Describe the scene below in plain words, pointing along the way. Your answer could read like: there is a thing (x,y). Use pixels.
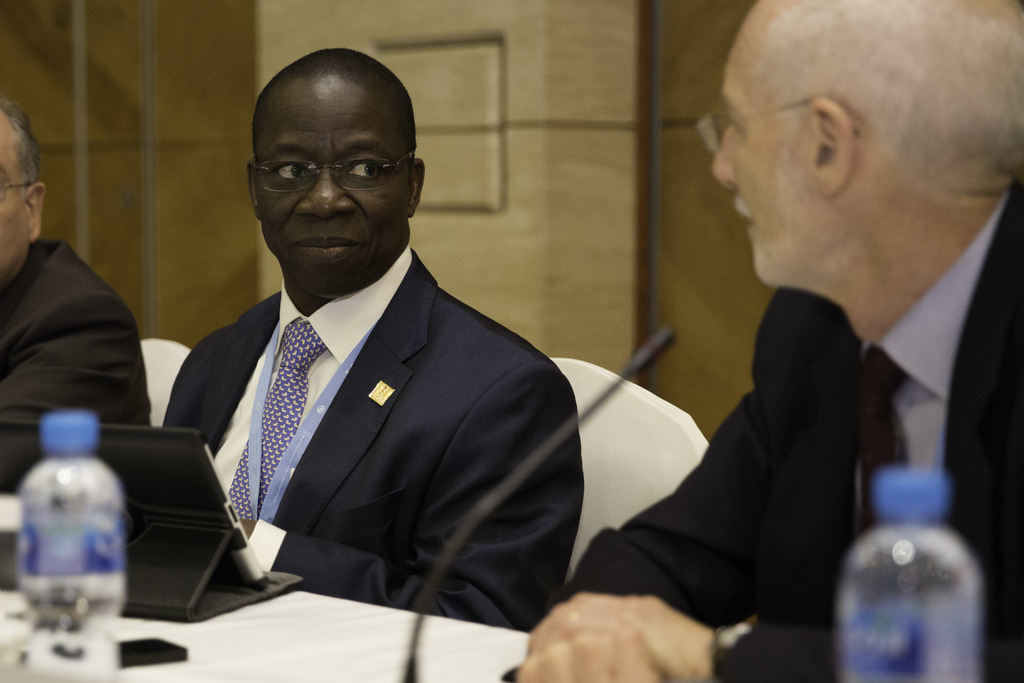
In this picture there are three men (548,474) sitting besides a table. All the three men (485,337) are wearing blazers (378,452). On the table (184,643) there is a laptop (131,567), bottle (110,576), phone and a mike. A man (931,423) towards the right (940,394), he is staring at the man (402,422) in the center (470,310). In the background (596,152) there is a wall (519,170).
